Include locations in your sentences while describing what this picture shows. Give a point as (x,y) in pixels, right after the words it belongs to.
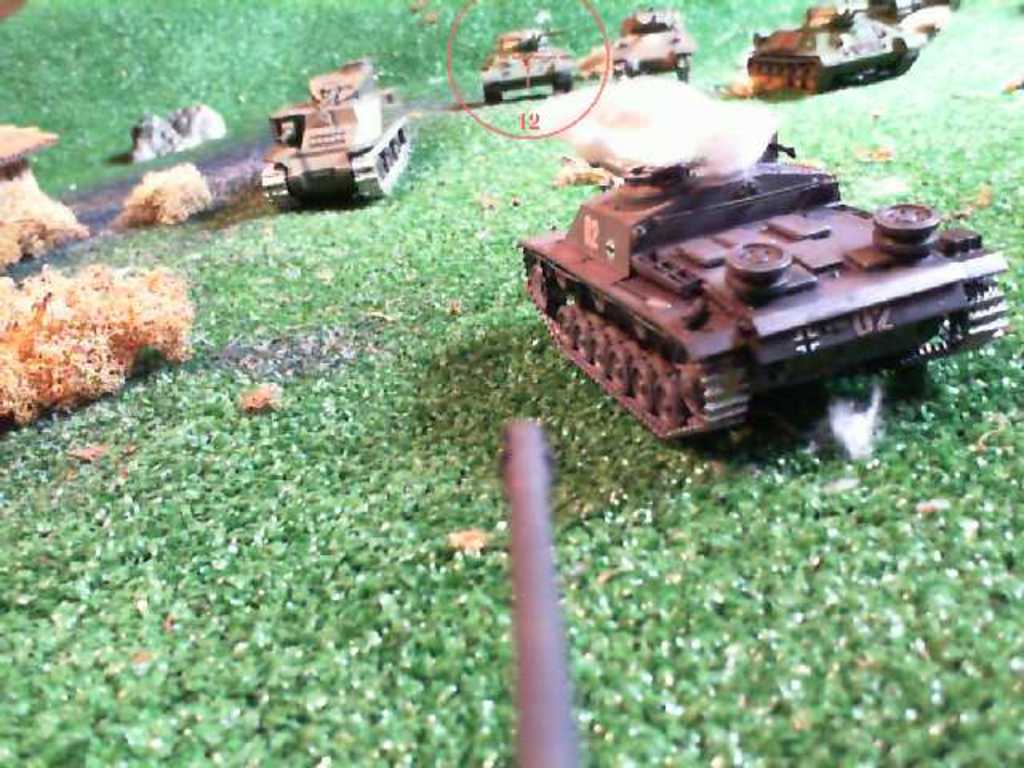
In this image there are some toy vehicles (599,207), and at the bottom (197,618) it looks like a sponge (407,403) and in the center (507,460) there is one gun (541,515).
